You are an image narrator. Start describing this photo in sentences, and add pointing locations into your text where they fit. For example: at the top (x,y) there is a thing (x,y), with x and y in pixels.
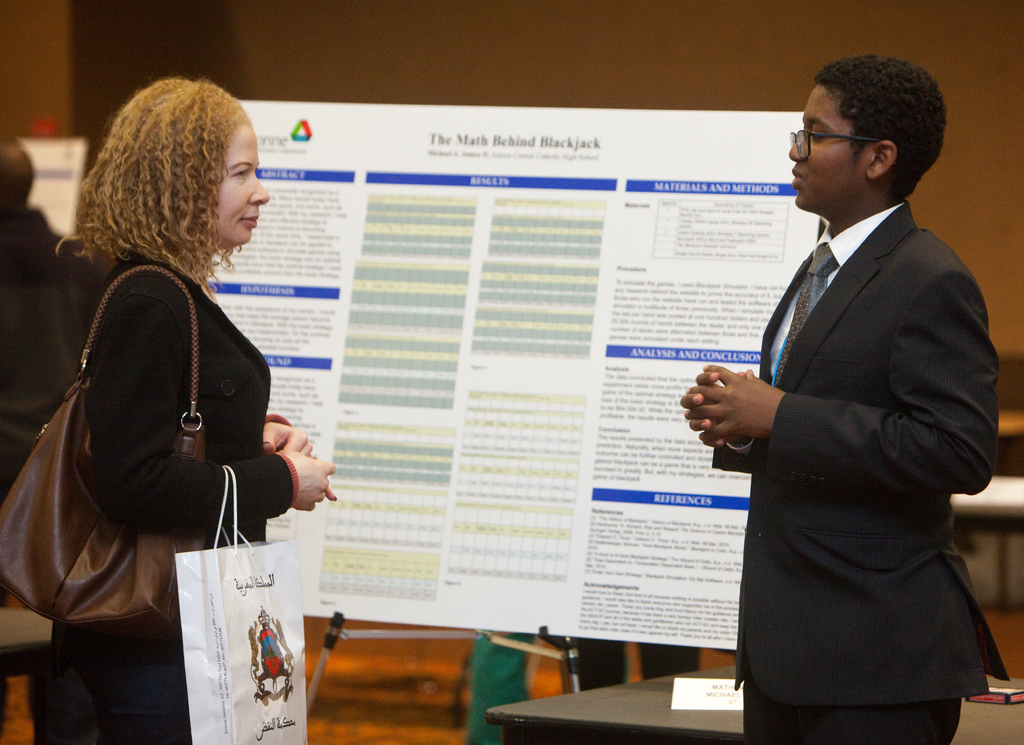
In this image we can see people (242,484) standing on the ground (335,685) and one of them is holding paper bag (240,606) to the hands (303,457). In the background (600,318) we can see information board (618,292) and walls (244,94).
